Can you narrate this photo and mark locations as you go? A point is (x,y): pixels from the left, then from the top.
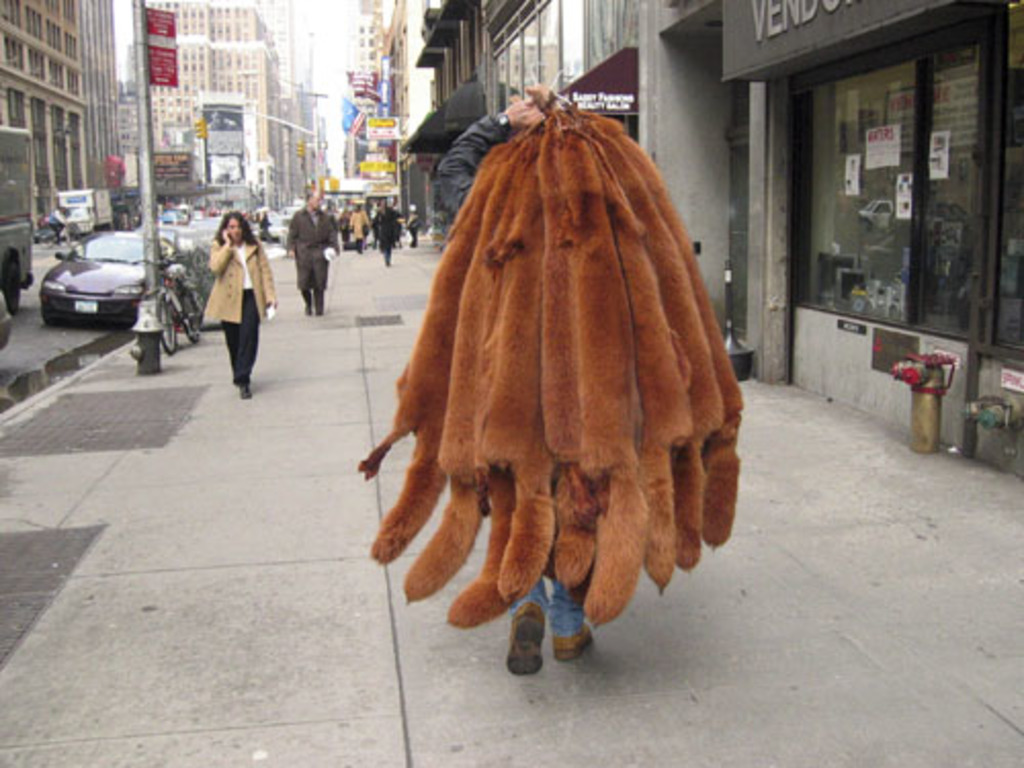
In the center of the image (476,401) we can see a person (534,352) holding animal furs (629,573). On the left (93,264) there are vehicles (133,265) on the road (33,312) and there are people (309,299). In the background (133,155) there are buildings (249,131) and sky (323,75). We can see a pole (139,46) and there are boards (396,134).
